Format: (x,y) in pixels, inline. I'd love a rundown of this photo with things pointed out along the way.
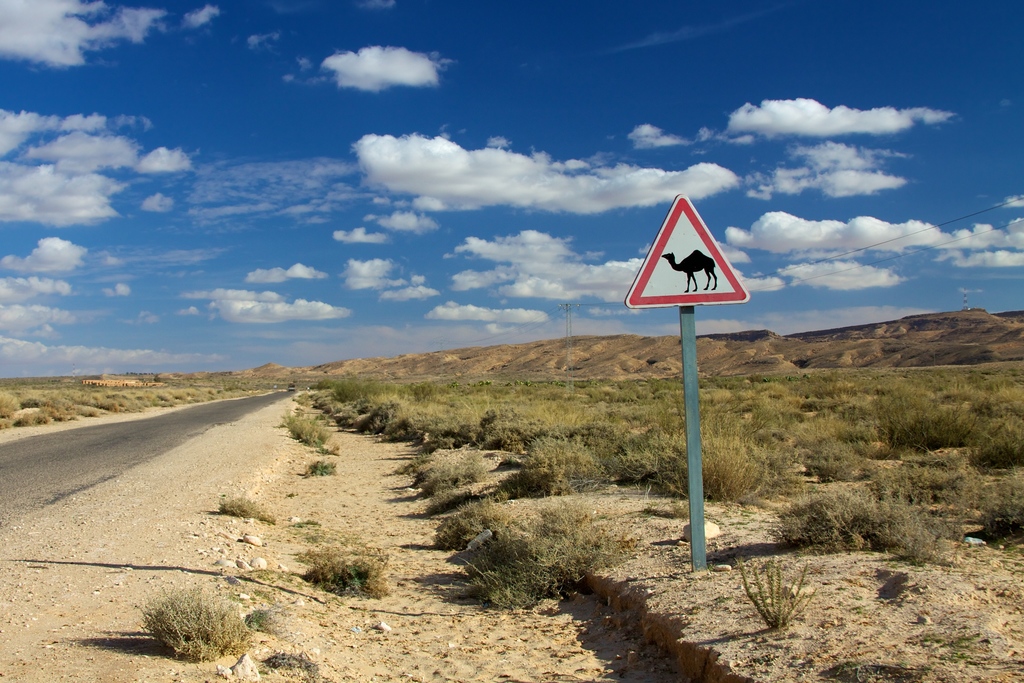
This is the picture of a place where we have some trees (633,421), plants (517,420), mountains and also we can see a pole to which there is a board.
